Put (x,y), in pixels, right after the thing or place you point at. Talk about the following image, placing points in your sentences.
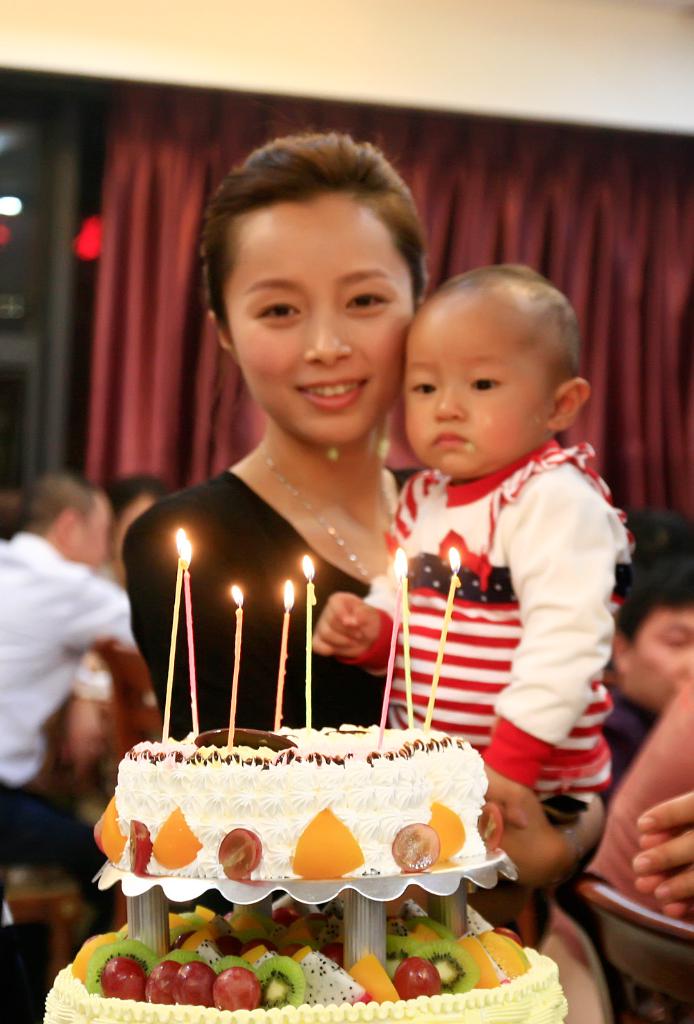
This is the picture of a lady (317,524) who is holding the kid (369,630) and standing in front of the cake (412,819) on which there are some fruits (211,946), candles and behind there are some other people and a curtain (226,171) to the wall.
